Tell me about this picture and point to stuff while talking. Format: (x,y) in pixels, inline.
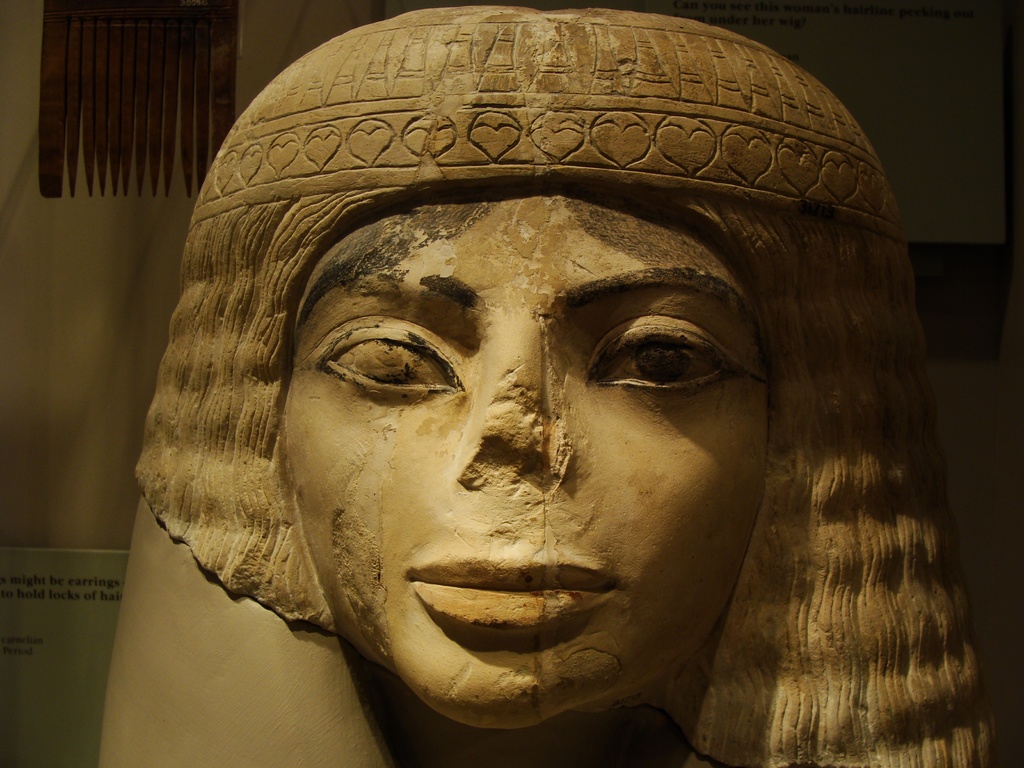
Here there is a sculpture (608,333) of a woman (560,473).
